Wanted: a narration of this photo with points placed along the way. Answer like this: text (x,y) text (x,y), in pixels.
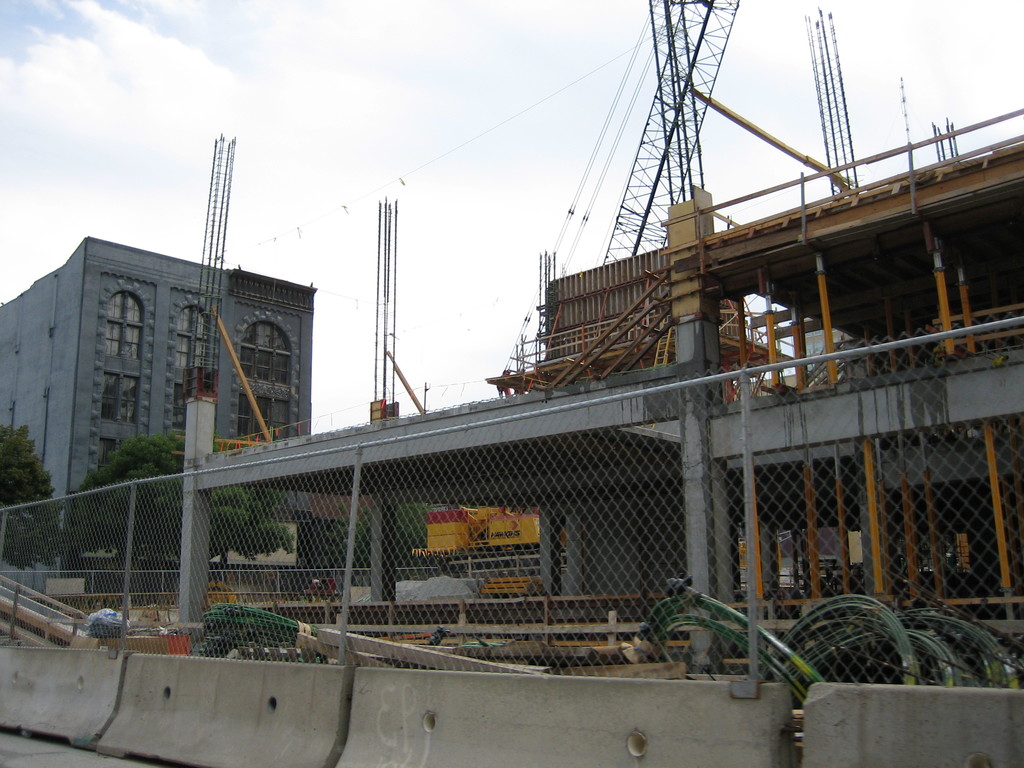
In this image there is a fencing (765,647), behind the fencing (159,560) there is a construction (578,343), in the background (168,431) there are trees (33,465) and a building (275,312).
